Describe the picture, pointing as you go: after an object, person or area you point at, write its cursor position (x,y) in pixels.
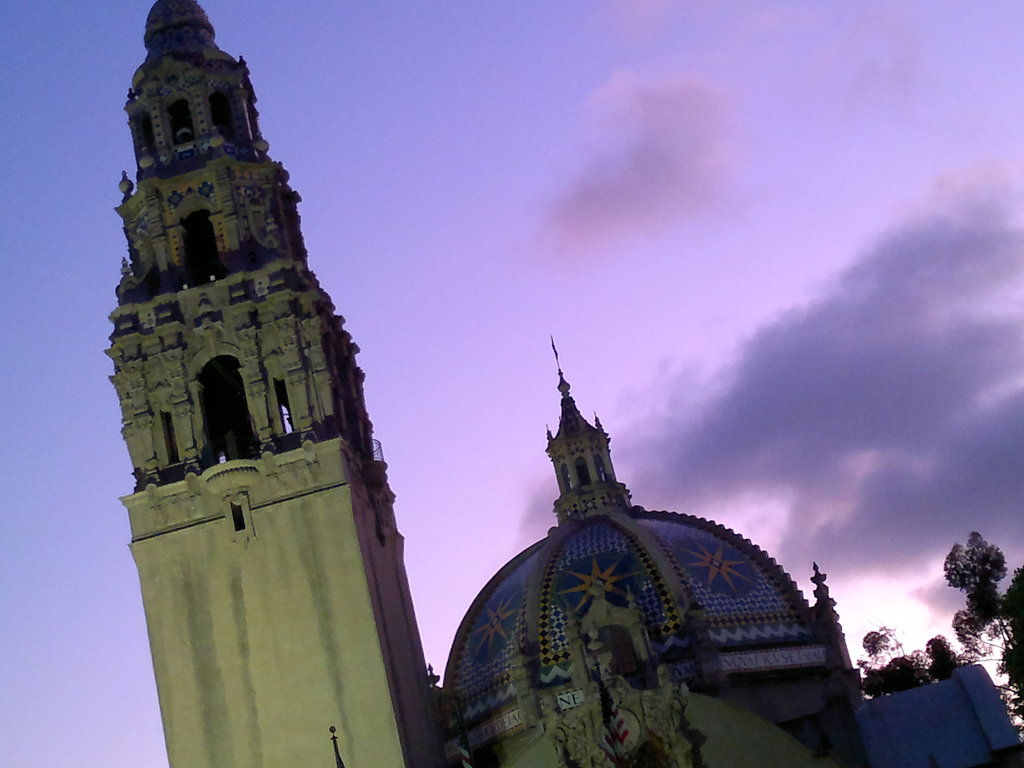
In this image we can see a tower (302,441) and dome (724,628). In the background (705,295) we can see trees (964,580) and sky (635,214) with clouds (612,203).
